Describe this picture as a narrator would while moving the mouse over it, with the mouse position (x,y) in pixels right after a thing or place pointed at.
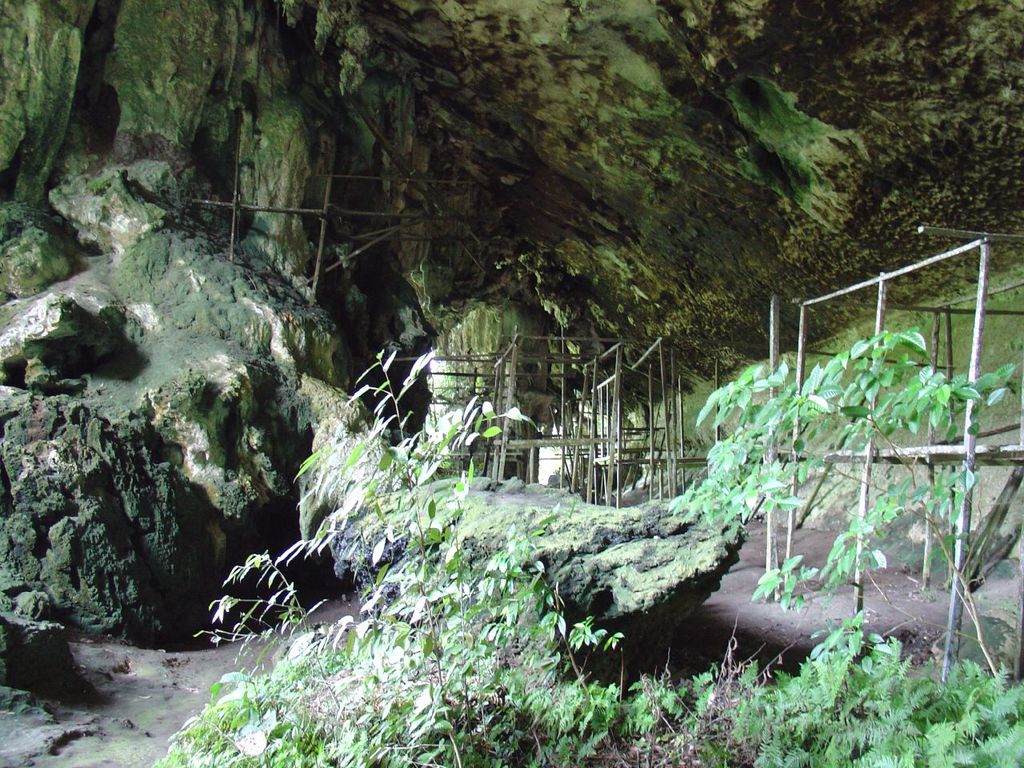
In this image in the foreground (789,674) there are plants (455,608). In the background (243,243) there are hills (824,128). This is looking like a tunnel (496,340). These are fences (935,314).
